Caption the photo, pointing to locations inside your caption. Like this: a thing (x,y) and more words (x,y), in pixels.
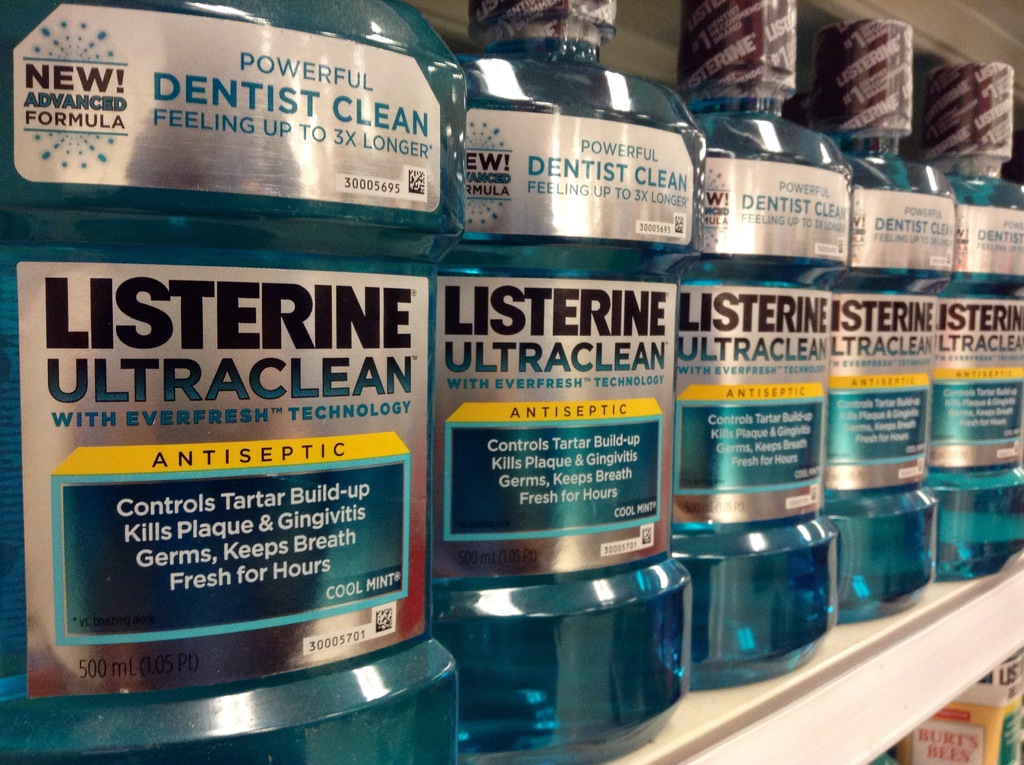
In this image few bottles (805,238) are on the shelf (938,649) having label (220,398) as listerine ultra clean.
